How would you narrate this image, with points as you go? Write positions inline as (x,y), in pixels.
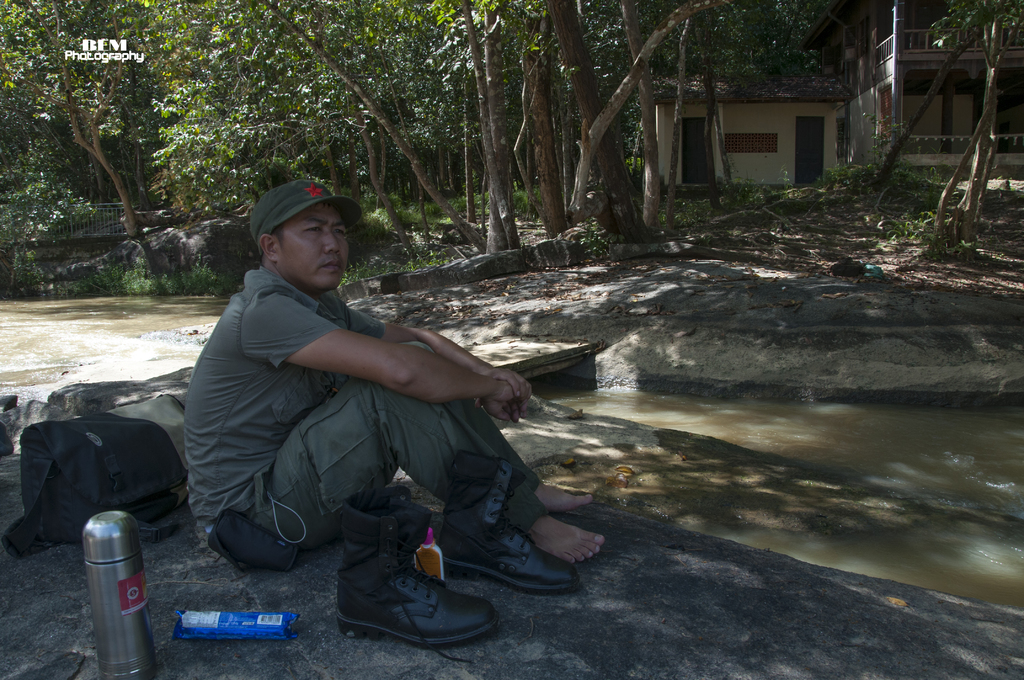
In this image we can see a man (443,431) sitting on the rock (161,625). Beside him there are packaged food (257,620), a pair of shoes (361,571), bags (123,447) and a thermos flask (132,603). In the background (253,108) there are buildings (828,134), trees (351,119), rocks (130,242), grass (393,203), bridge (102,230) and running water (846,460).
